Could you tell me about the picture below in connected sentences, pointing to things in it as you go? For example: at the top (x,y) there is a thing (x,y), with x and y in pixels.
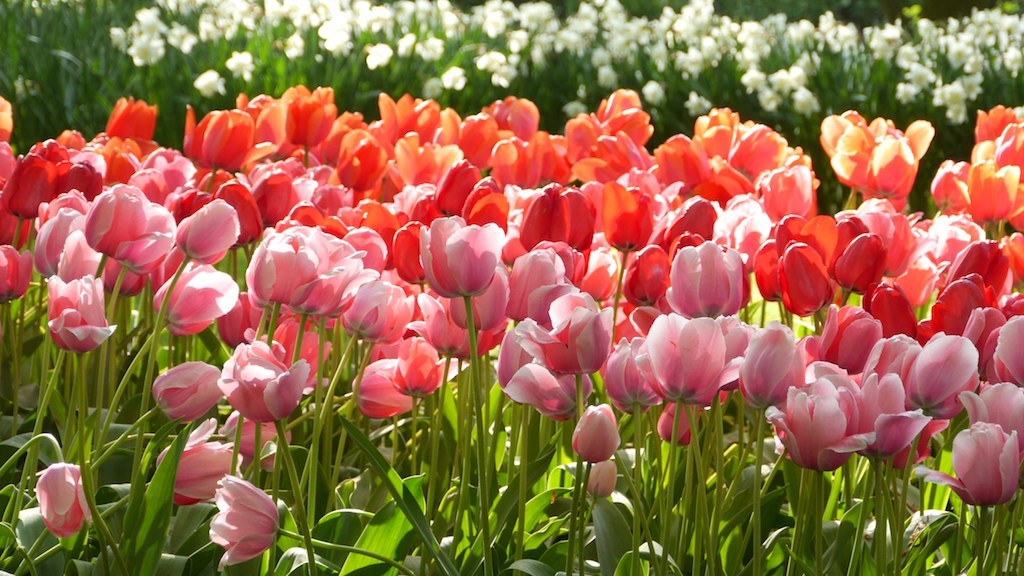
In this picture I can see the flower plants (452,211).
